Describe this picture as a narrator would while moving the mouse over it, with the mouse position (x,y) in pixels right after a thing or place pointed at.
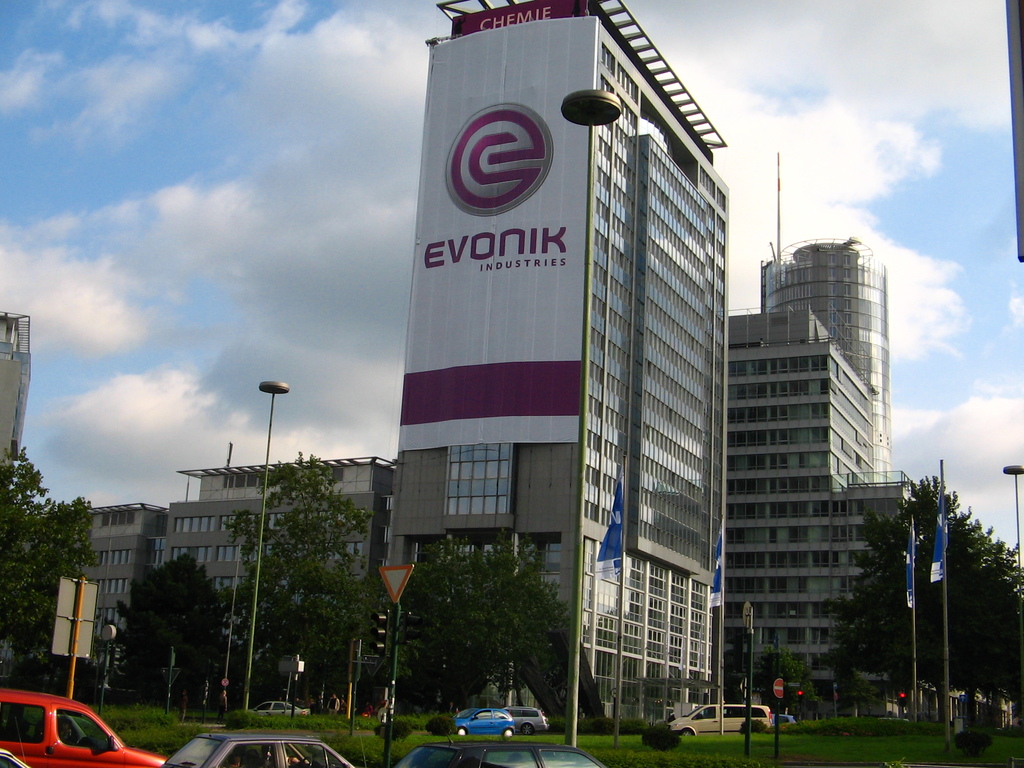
In the image we can see there are buildings (399,536) and these are the windows (797,535) of the buildings (797,535). We can even see there are vehicles (46,711) of different colors, there are even light poles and a flag pole (913,620). We can see grass (865,743), trees (857,651) and cloudy pale blue sky (115,374).
